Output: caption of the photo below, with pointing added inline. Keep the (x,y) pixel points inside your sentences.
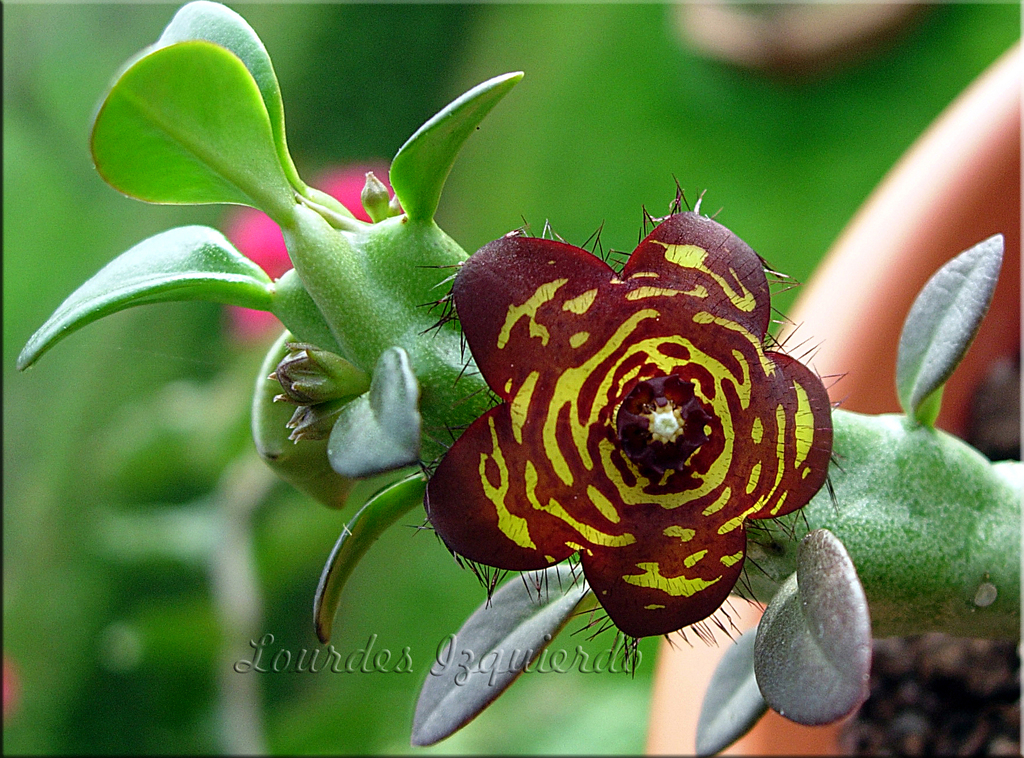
There is a flower (540,419), leaves (258,135) and a stem (860,566) present in the middle of this image (372,328). There is a watermark (459,640) at the bottom of this image (411,663). We can see greenery (670,118) in the background (622,124).
